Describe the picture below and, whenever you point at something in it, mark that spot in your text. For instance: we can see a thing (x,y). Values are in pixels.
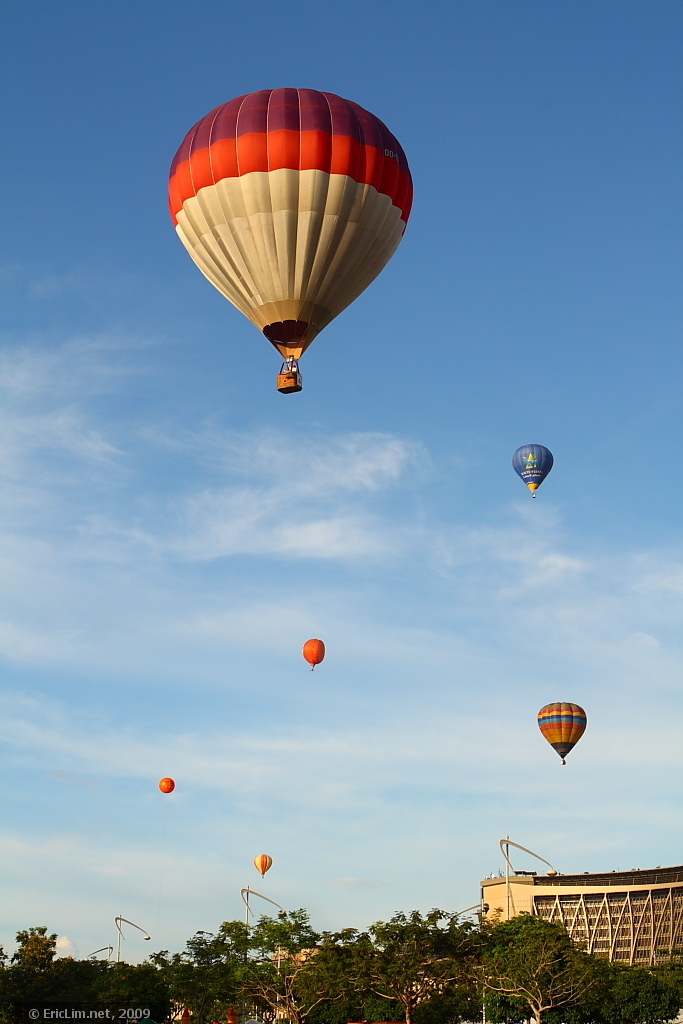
In this picture I can see few hot air balloons (319,642) and I can see buildings (588,906), trees (245,997) and text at the bottom left corner (42,1017) and I can see blue cloudy sky (27,138).
